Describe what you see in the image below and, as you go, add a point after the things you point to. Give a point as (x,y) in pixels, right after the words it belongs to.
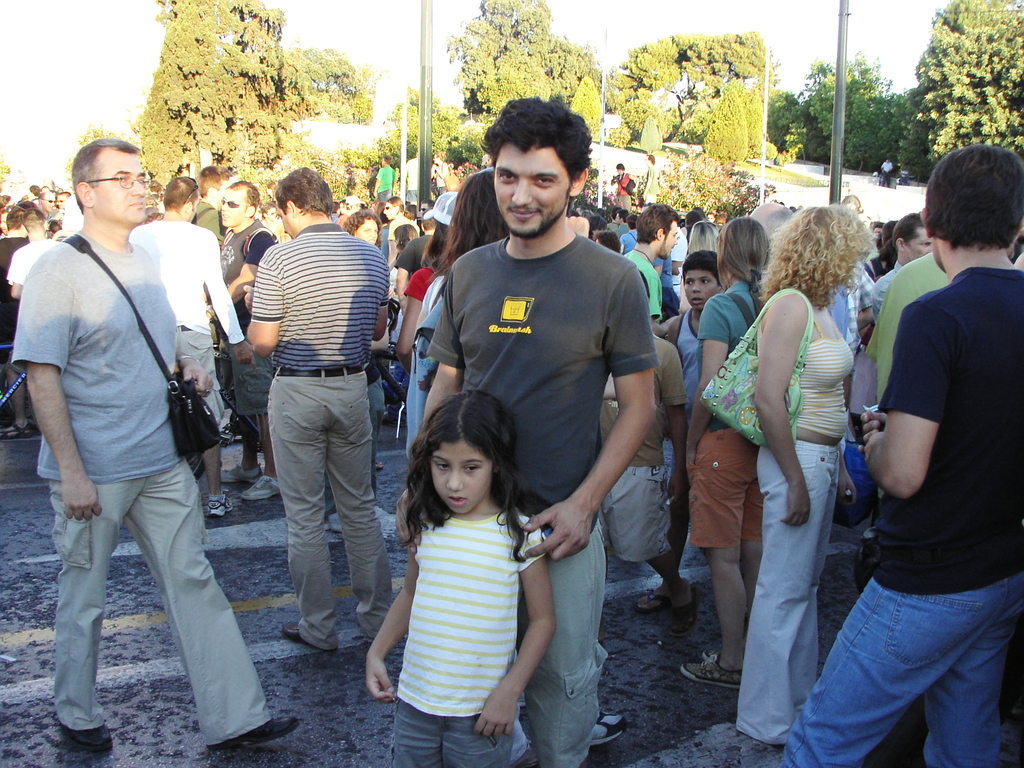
In this image, we can see there are persons (193,332) in different color dresses (780,603) on the road (828,587), on which there is a zebra crossing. In the background (1007,56), there are trees (1002,71), poles (843,85), persons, a road (880,187) and grass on the ground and there are clouds (64,41) in the sky (112,18).
